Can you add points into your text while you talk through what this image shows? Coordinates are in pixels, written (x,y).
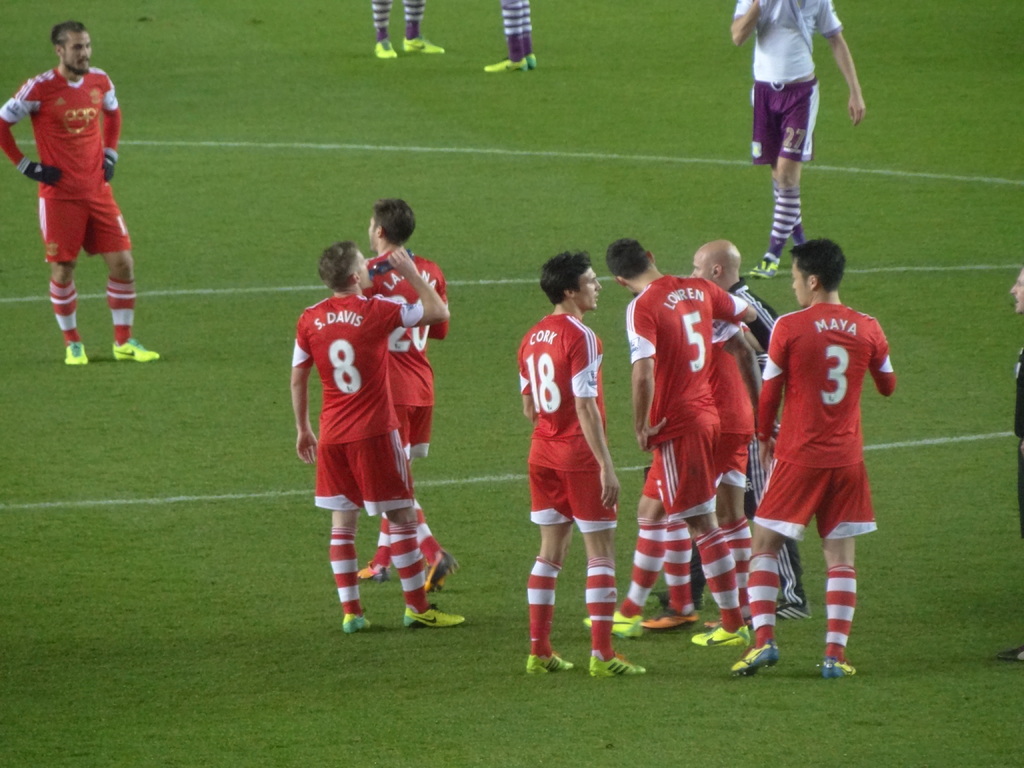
in this image I can see a playground (244,424) on the ground (554,233) I can see there are persons (58,222) wearing red color t-shirts (810,387) and standing on ground (514,224) and some persons (500,71) wearing a violet color socks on the right side (1017,302) I can see a person (1017,399) and in the middle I can see a person (740,291) wearing a black color dress (755,496).
